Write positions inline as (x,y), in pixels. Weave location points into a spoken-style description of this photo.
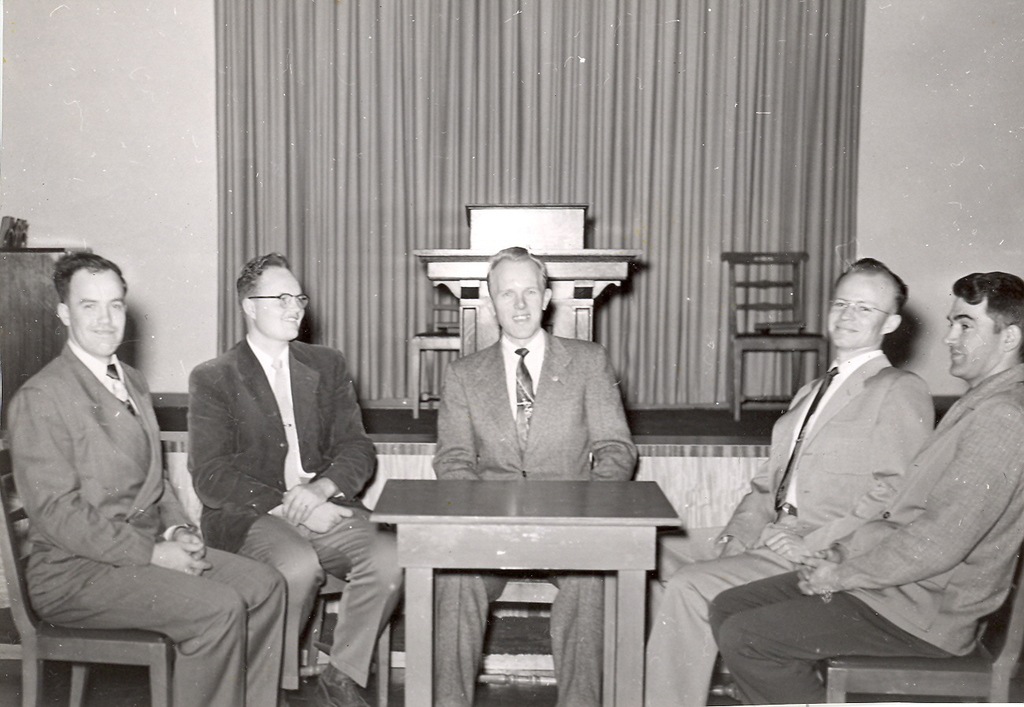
In this black and white picture there are five men (516,386) sitting on chairs (100,632) at a table (644,545). Behind them there is dais (672,431) and on it there is a podium (573,262) and chairs (439,327). In the background (145,189) there is wall (127,100), curtain (300,108) and a cupboard (39,300).
